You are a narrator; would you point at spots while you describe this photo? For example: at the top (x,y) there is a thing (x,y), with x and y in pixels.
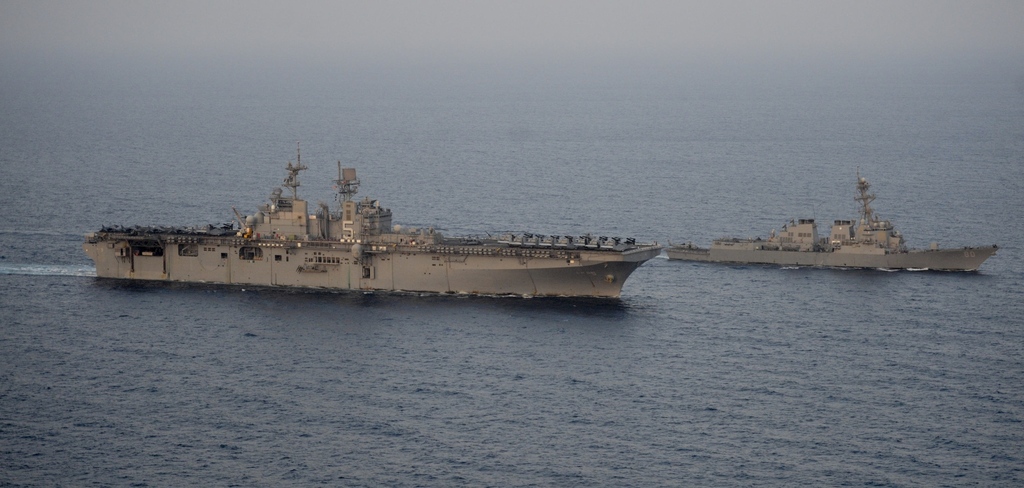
In this picture we can see there are ships (472,266) on the water (632,225).
